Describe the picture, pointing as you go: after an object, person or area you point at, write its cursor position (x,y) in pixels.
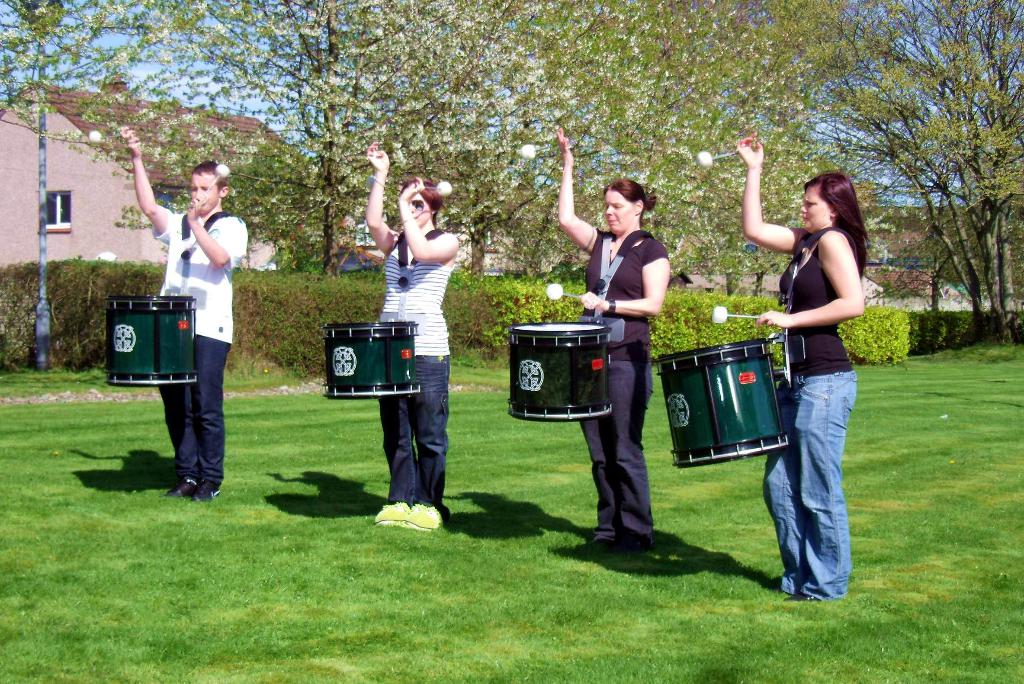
There are four persons (397,259) carrying drums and holding a drum sticks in their hands (190,205) and the ground (280,591) is greenery (365,563) and there are trees (602,127) and buildings (701,276) behind them.
